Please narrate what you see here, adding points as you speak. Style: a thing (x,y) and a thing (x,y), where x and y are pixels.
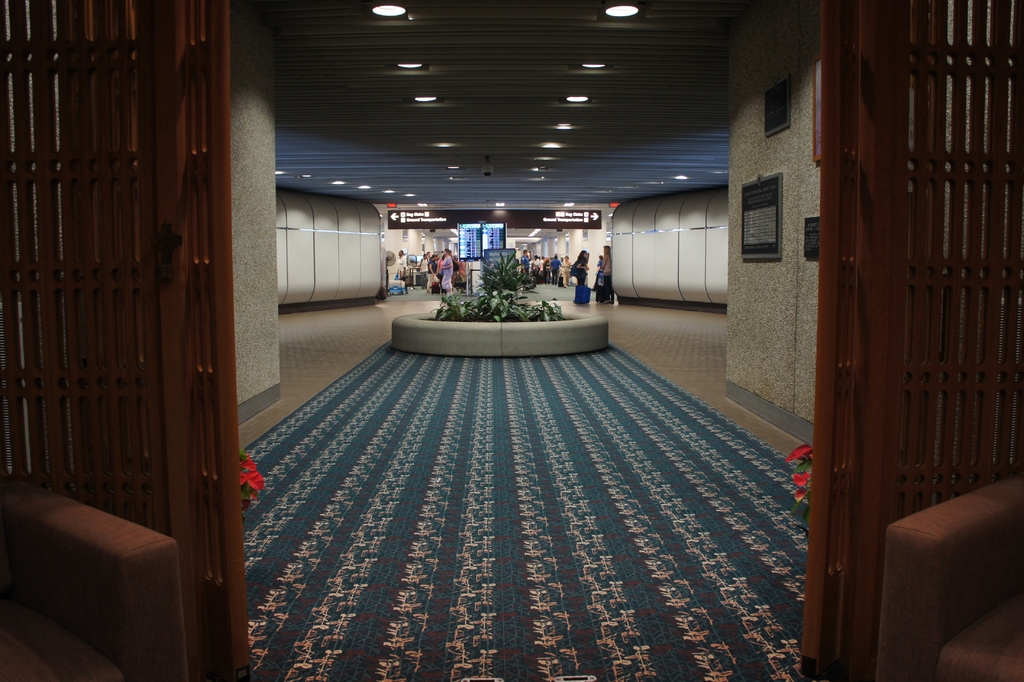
At the top (494,14) we can see the ceiling (724,106) and the lights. In this picture we can see the digital display boards (475,248). We can see the people (449,266), floor carpet (411,469) on the floor (308,530), flower plants (253,497), gate (832,490) and other plants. On the right (1001,471) and left side of the picture (74,526) we can see the brown color objects (900,595). On the right side of the picture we can see the boards (780,92) on the wall (756,279).
